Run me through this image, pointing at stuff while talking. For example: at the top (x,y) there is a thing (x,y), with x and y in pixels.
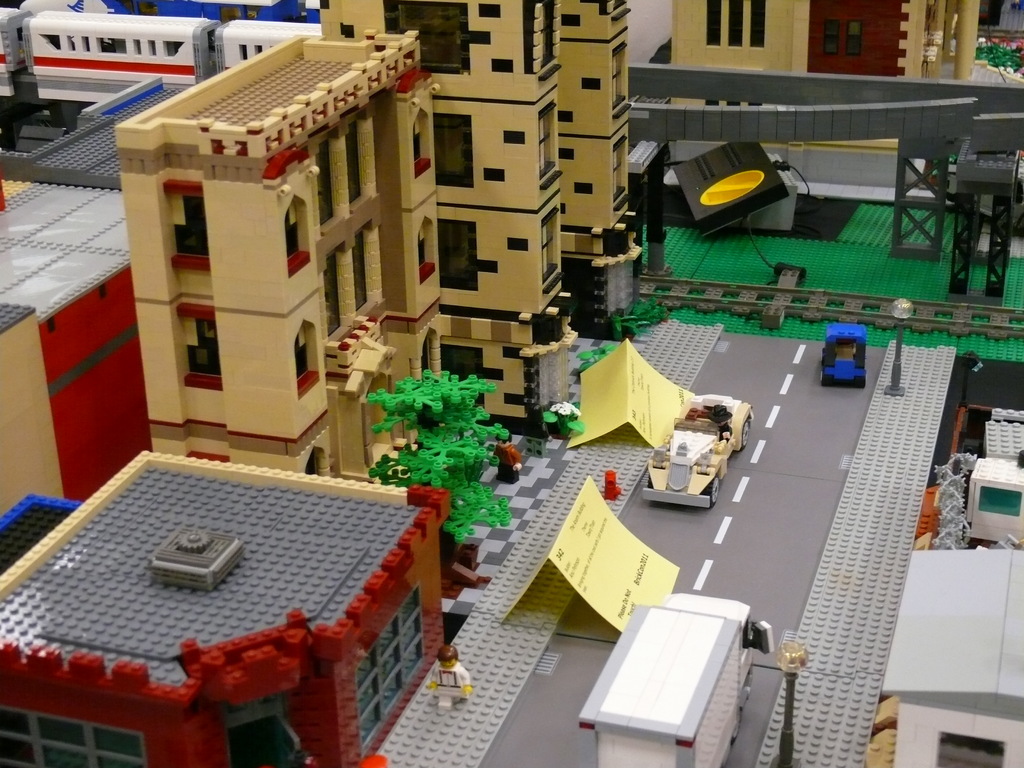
In this image there are some building blocks (554,477) and toys (676,639), and in the background (99,52) also there are some toys (908,136).
